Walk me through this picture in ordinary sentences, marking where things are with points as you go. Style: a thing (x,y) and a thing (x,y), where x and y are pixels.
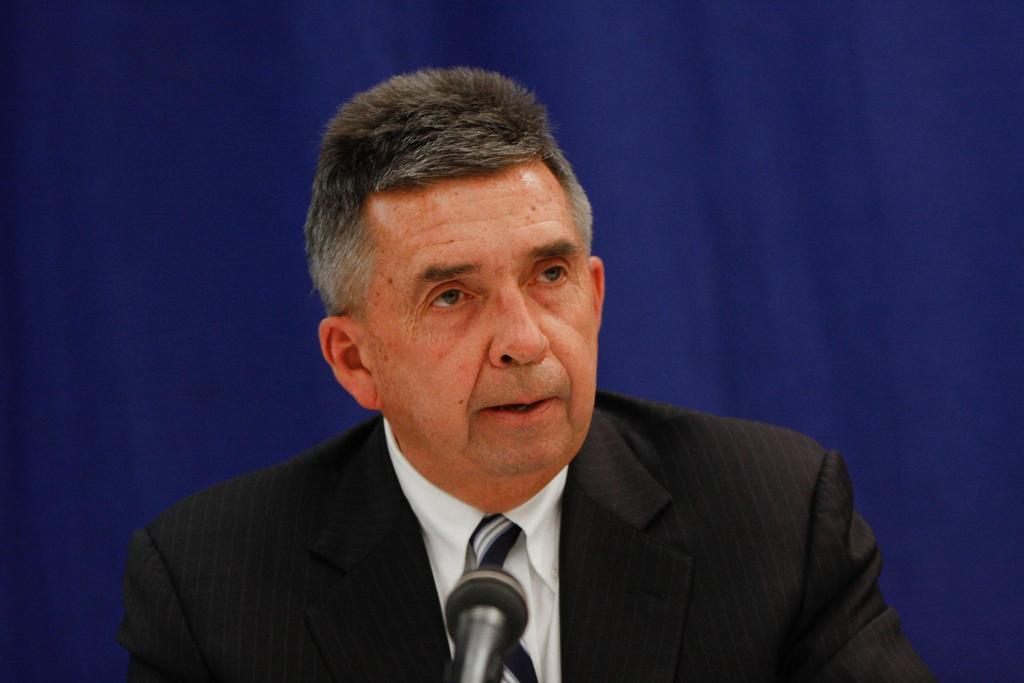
In this image there is one person (458,445) at middle of this image (528,326) is wearing black color jacket (675,568) and white color shirt (459,543) and there is a mic (514,588) at bottom of this image (492,670).
